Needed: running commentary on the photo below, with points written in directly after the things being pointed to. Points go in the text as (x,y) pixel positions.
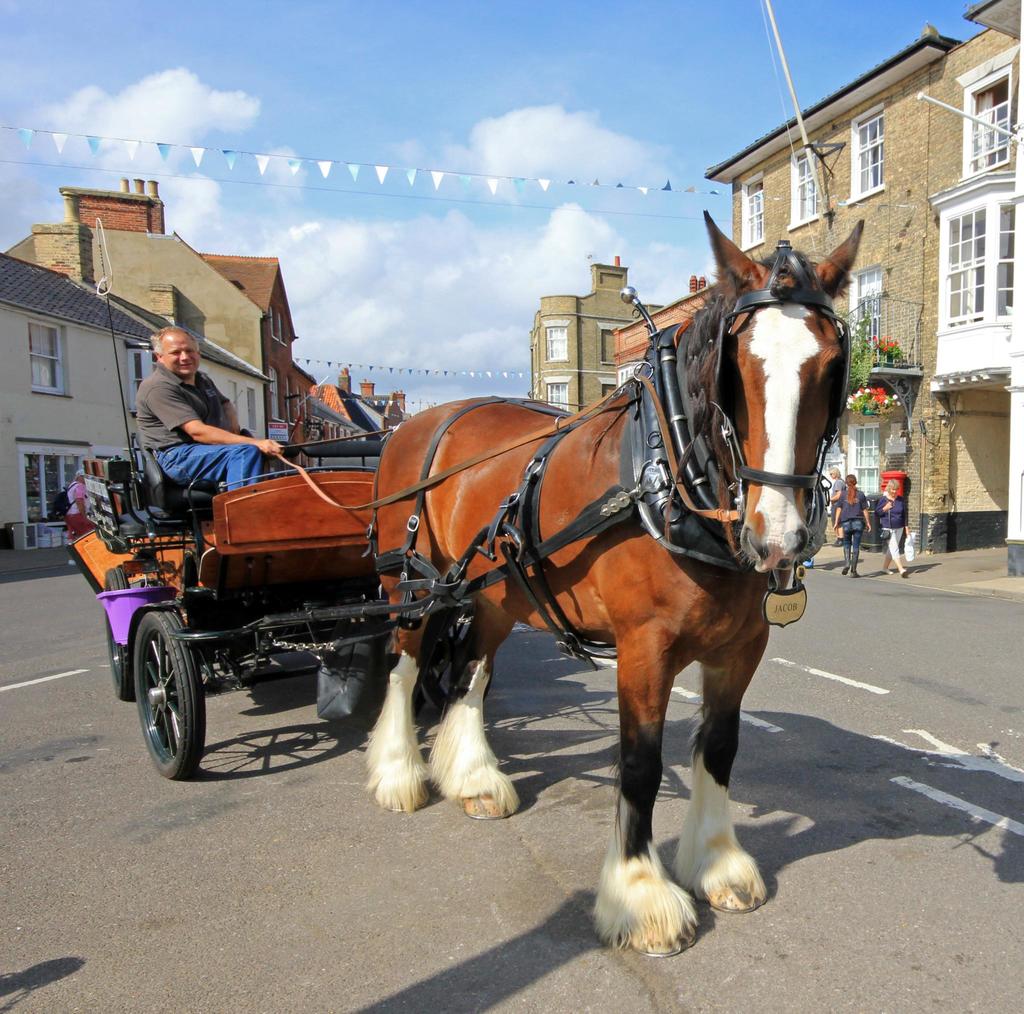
In this image there is a horse cart (342,560) on a road (551,818), in that cart (259,506) there is a man (222,439) sitting, on either side of the road (534,818) there are houses (209,335), in the background (483,250) there is a blue sky (430,151).
